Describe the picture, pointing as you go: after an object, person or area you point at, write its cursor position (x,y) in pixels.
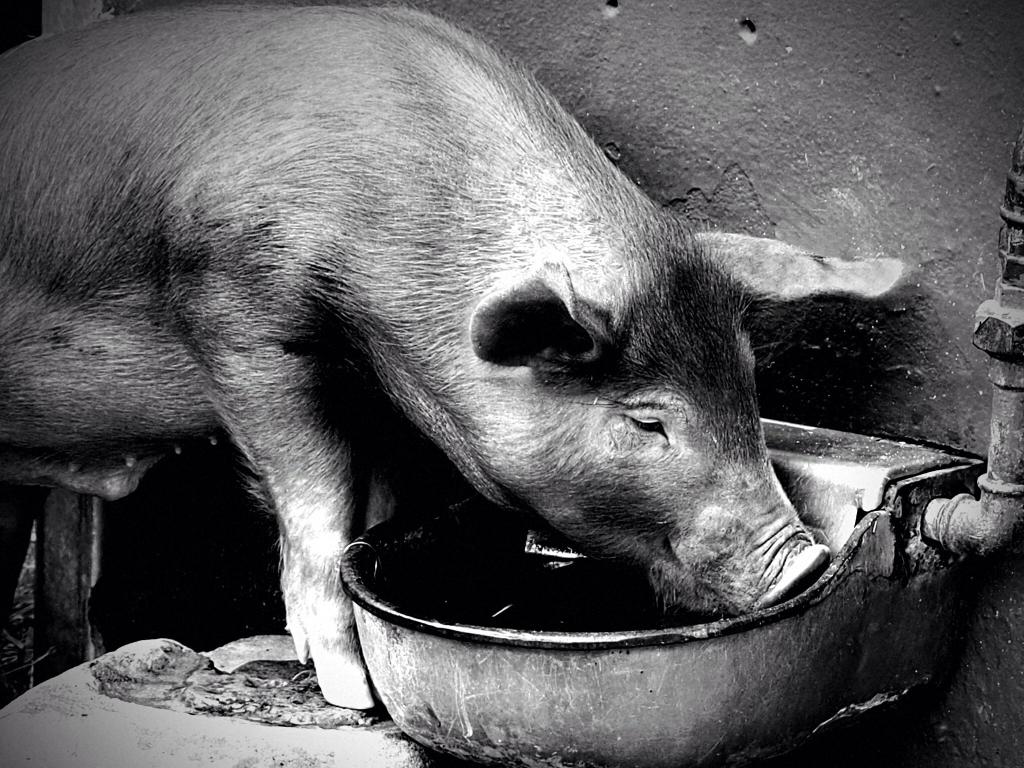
It is a black and white image, on the left side (292,265) a pig (436,275) is keeping its mouth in a bowl (494,648).
